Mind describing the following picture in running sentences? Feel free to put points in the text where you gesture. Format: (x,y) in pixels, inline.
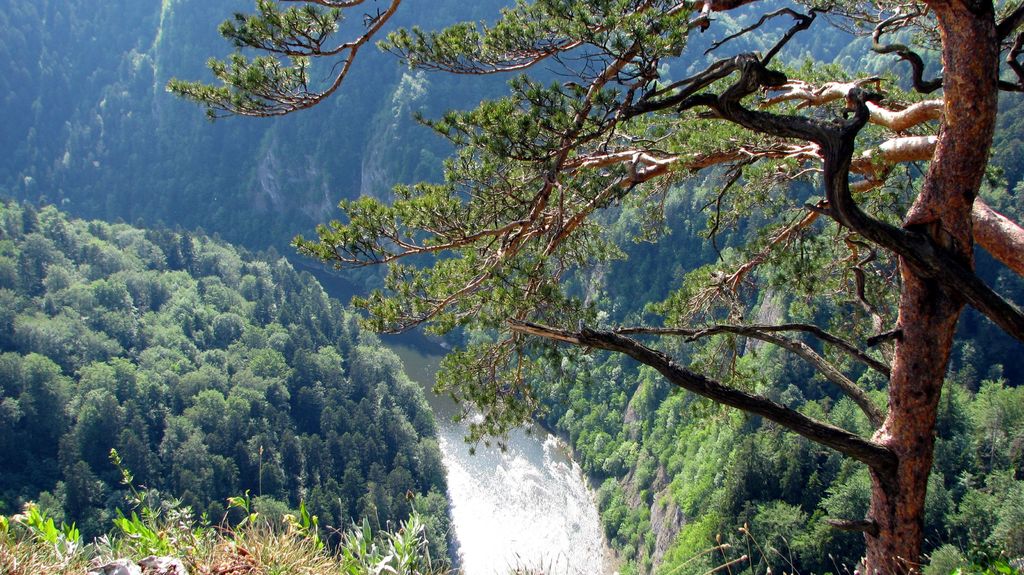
In this image I can see number of trees (472,363) and on the bottom side of the image (472,556) I can see water (551,572). On the bottom left side of the image (190,524) I can see plants (69,531).
